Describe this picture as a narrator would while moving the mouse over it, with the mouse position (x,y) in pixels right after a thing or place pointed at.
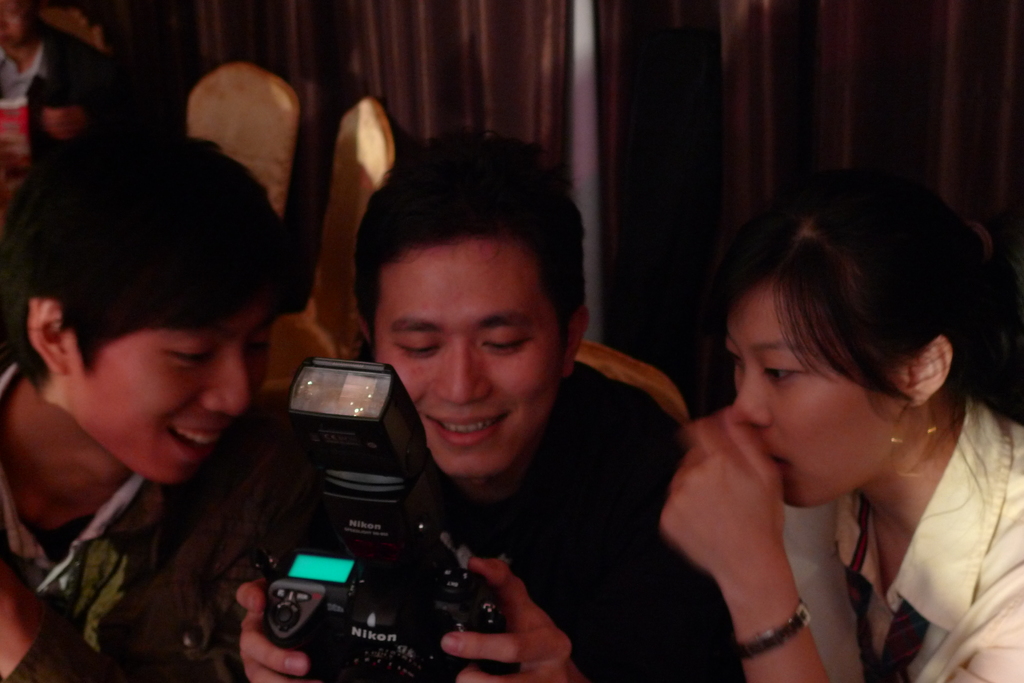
In the image there is a man (532,426) on the middle (532,429) holding a camera (392,546) smiling, and either sides of him there are two persons (123,527) looking in the camera (431,586).
